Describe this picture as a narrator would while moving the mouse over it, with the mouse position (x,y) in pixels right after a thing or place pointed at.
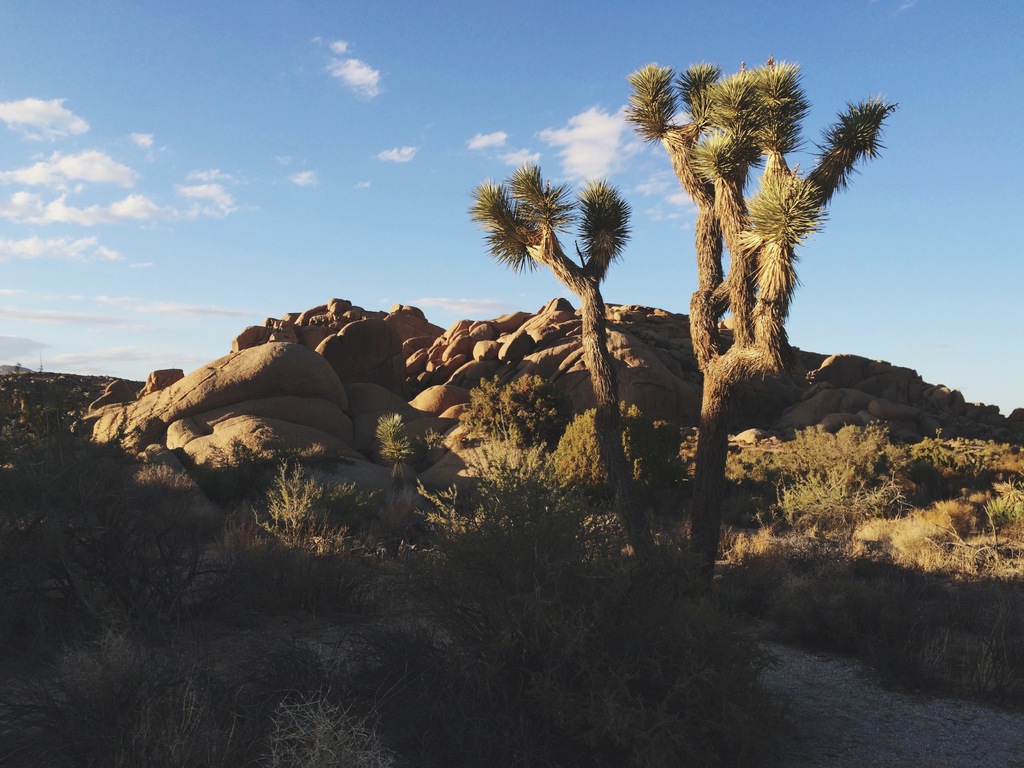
Sky (651,22) is in blue color. These are clouds (363,90). Here we can see a tree (800,221), plants (973,528) and rocks (427,347).
